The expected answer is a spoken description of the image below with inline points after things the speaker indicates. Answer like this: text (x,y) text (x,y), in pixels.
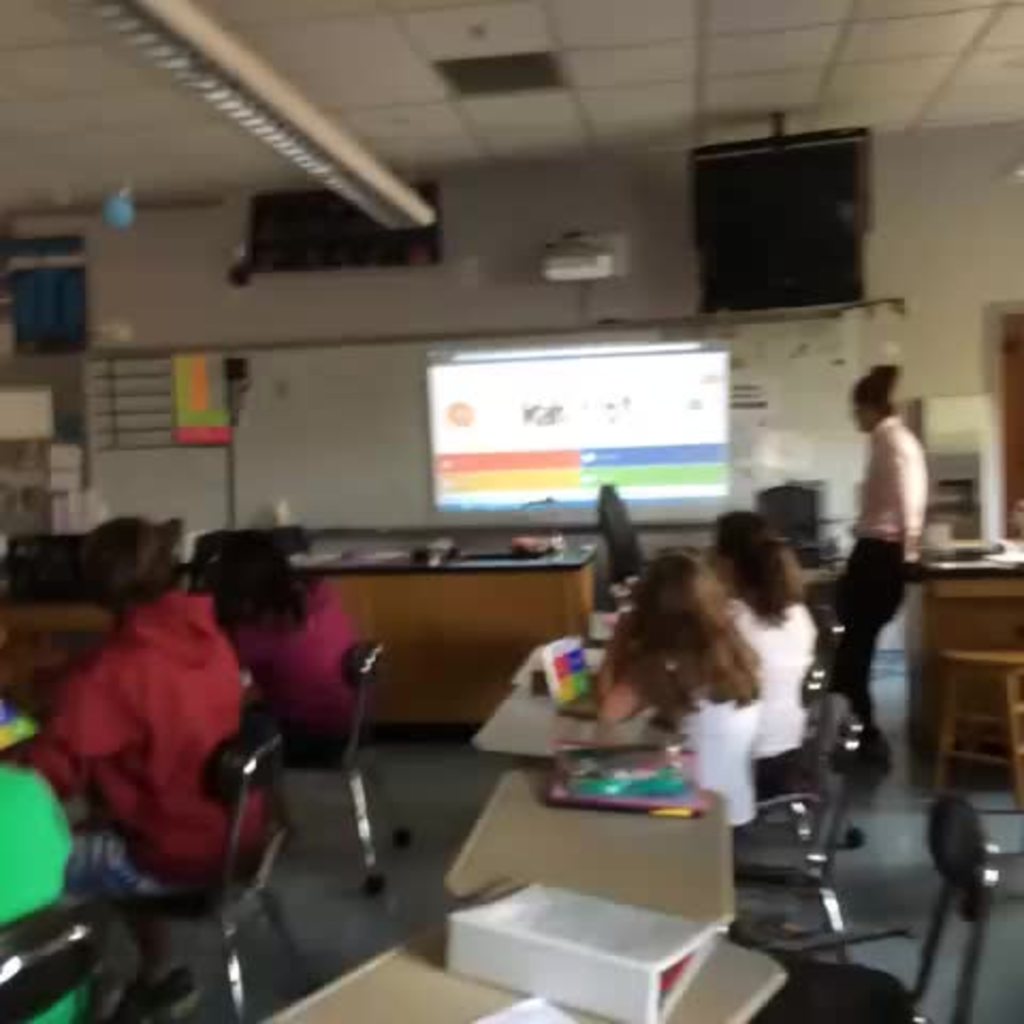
In this image I can see people (702,720) sitting. There are tables (618,857) on which there are few objects (673,798). A person (871,727) is standing on the right (850,606). There is a projector (630,449) at the back (506,479). This is a blurred image.
